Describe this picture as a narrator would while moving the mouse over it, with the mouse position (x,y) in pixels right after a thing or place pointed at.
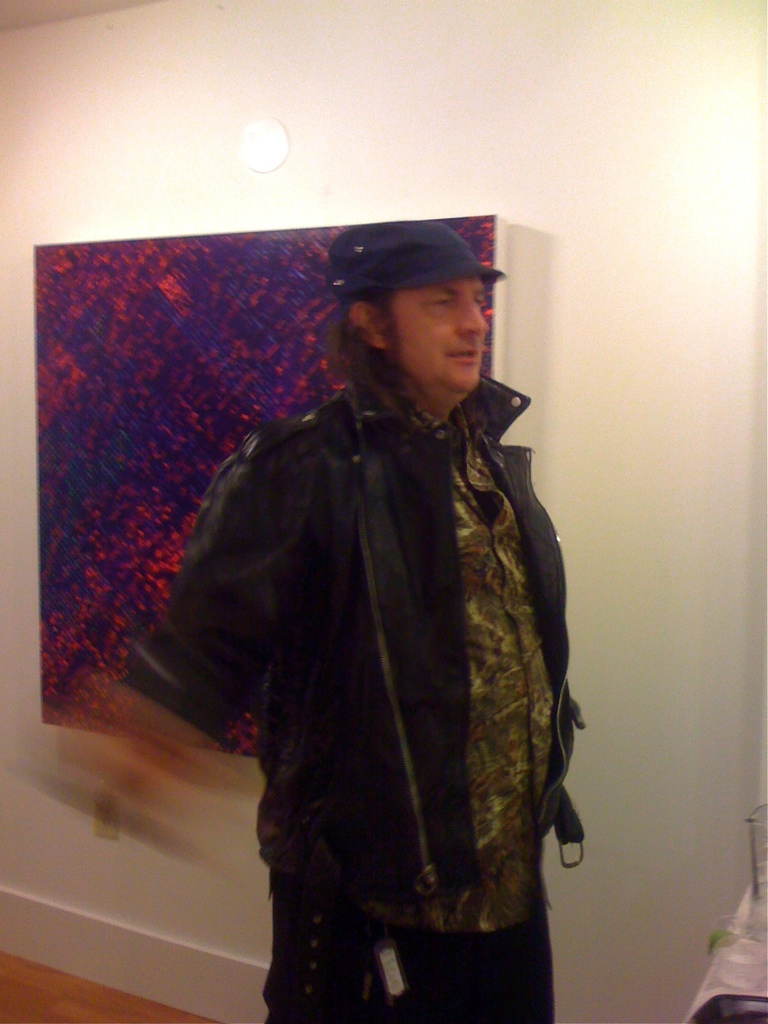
In this image we can see a man (300,709). In the background (133,339) we can see wall (735,126) and a picture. At the bottom left corner of the image (170,1009) we can see floor (191,1017) and at the bottom right corner of the image (735,926) we can see an object (745,1014).
